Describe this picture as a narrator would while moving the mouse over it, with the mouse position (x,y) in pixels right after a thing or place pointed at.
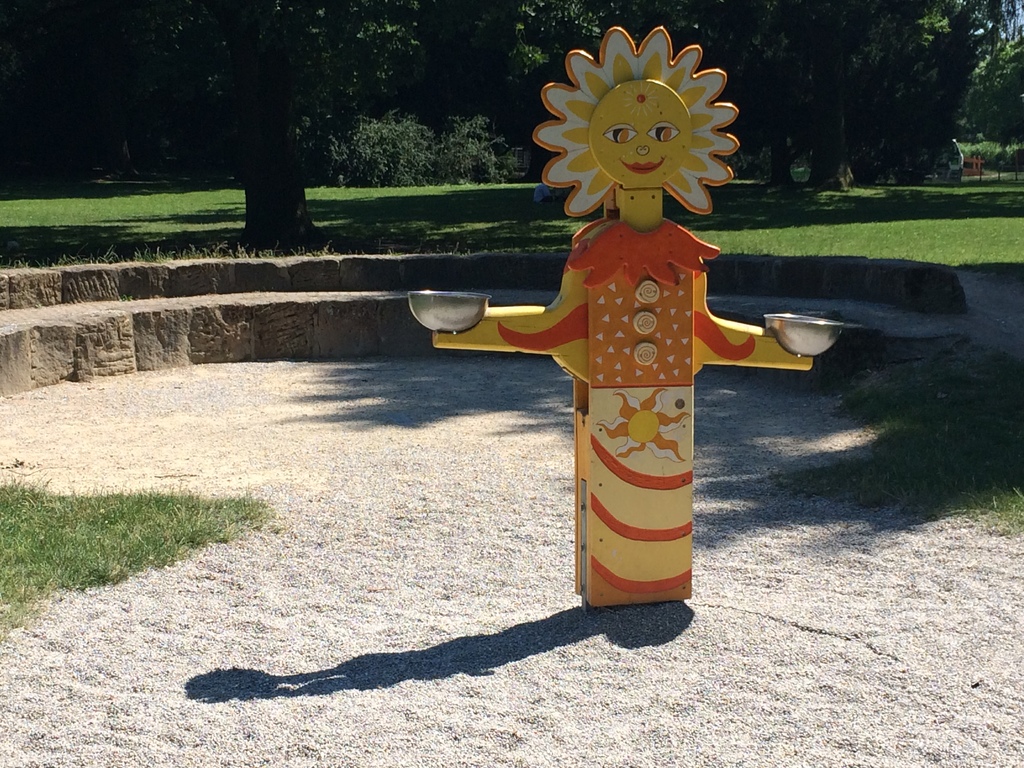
In this image I can see an open ground (414,388) and on it I can see an orange and yellow colour thing (691,404) in the centre (578,309). I can also see two steel cups (795,323) on the both sides of it. In the background (1002,89) I can see grass ground (17,607), number of trees (330,10), shadows (24,235) and on the top right corner of this image (976,31) I can see the sky (1004,7).
